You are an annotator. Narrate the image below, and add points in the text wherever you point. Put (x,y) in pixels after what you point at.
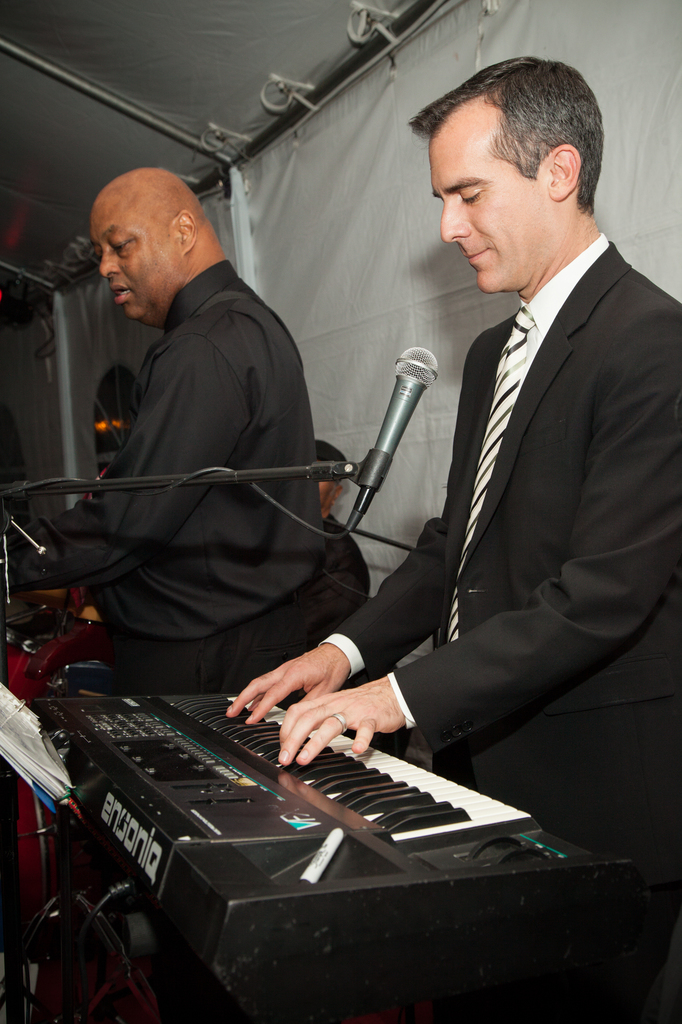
In this picture we can see man (552,347) wore blazer (528,410), tie (509,395) playing piano (251,771) and here person (174,354) is standing and in front of him there is a mic (406,412) and in the background (358,351) we can see tent (213,110) with cloth (317,167).
